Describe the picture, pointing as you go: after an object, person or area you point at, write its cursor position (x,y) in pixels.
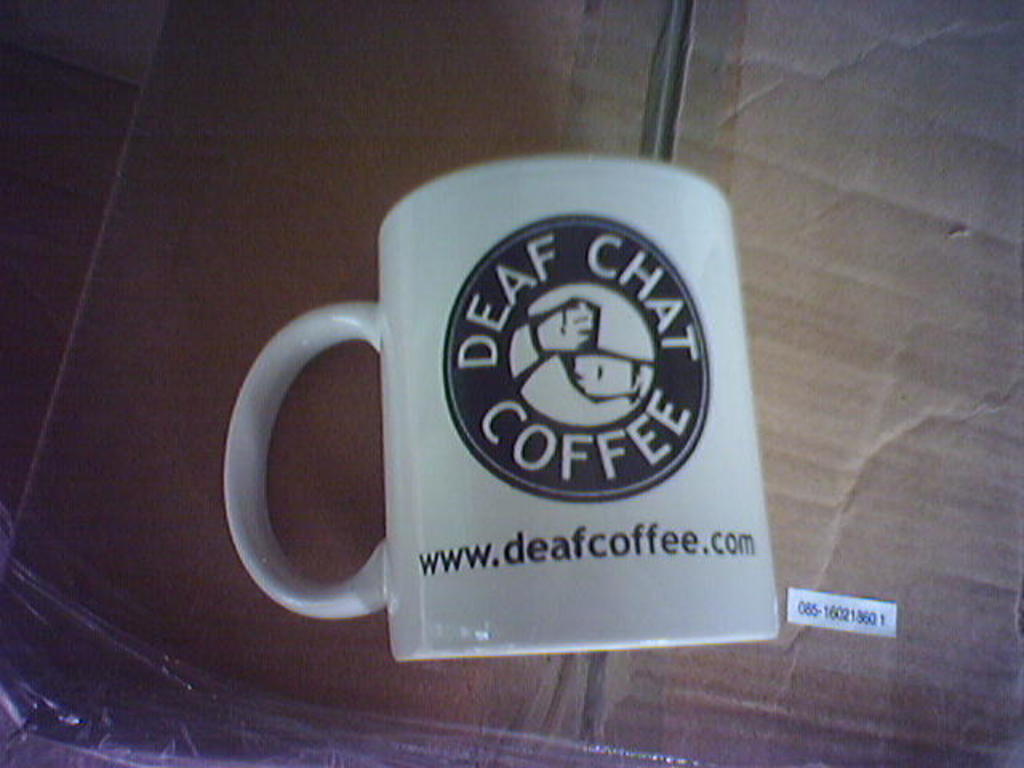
In this picture I can observe white color coffee mug (426,459). There is some text (483,548) on this mug (537,474). This mug (487,380) is placed on the brown color box (855,381).
